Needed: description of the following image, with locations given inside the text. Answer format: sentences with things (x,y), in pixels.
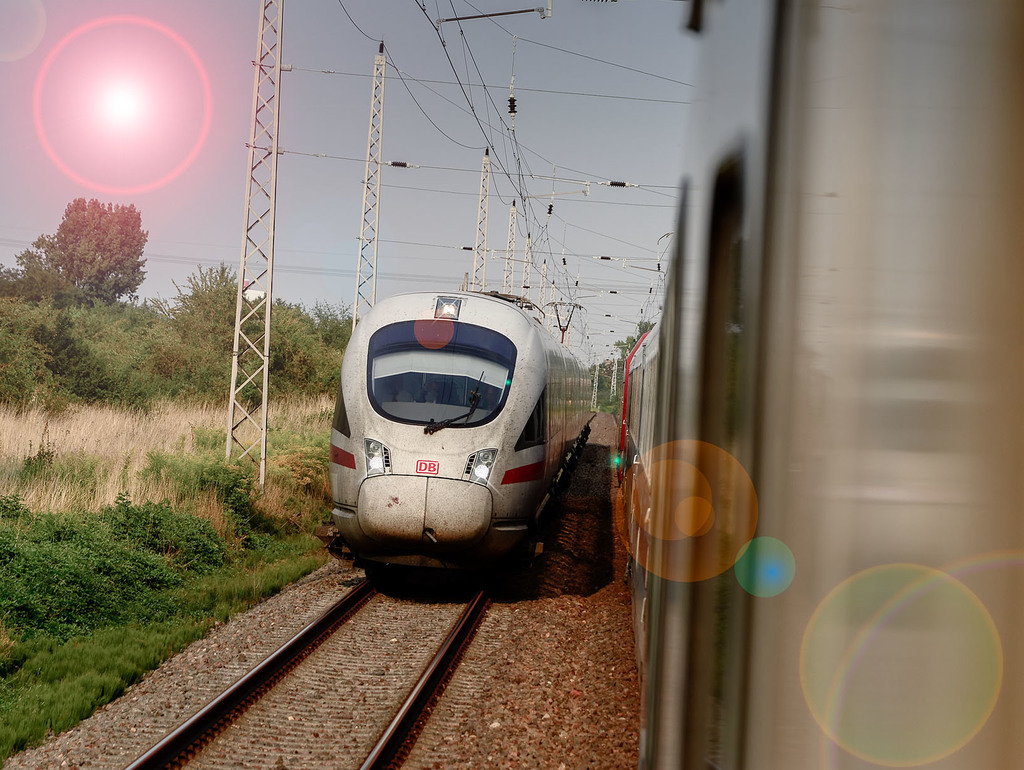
In this image there is a train (448,451) on the track (228,752), beside this train (482,356) there is another train (737,499). On the left side of the image (233,403) there are a few utility poles (487,164) connected with cables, trees (114,266), plants (231,467), grass (45,496) and in the background (501,134) there is the sky (585,210).
